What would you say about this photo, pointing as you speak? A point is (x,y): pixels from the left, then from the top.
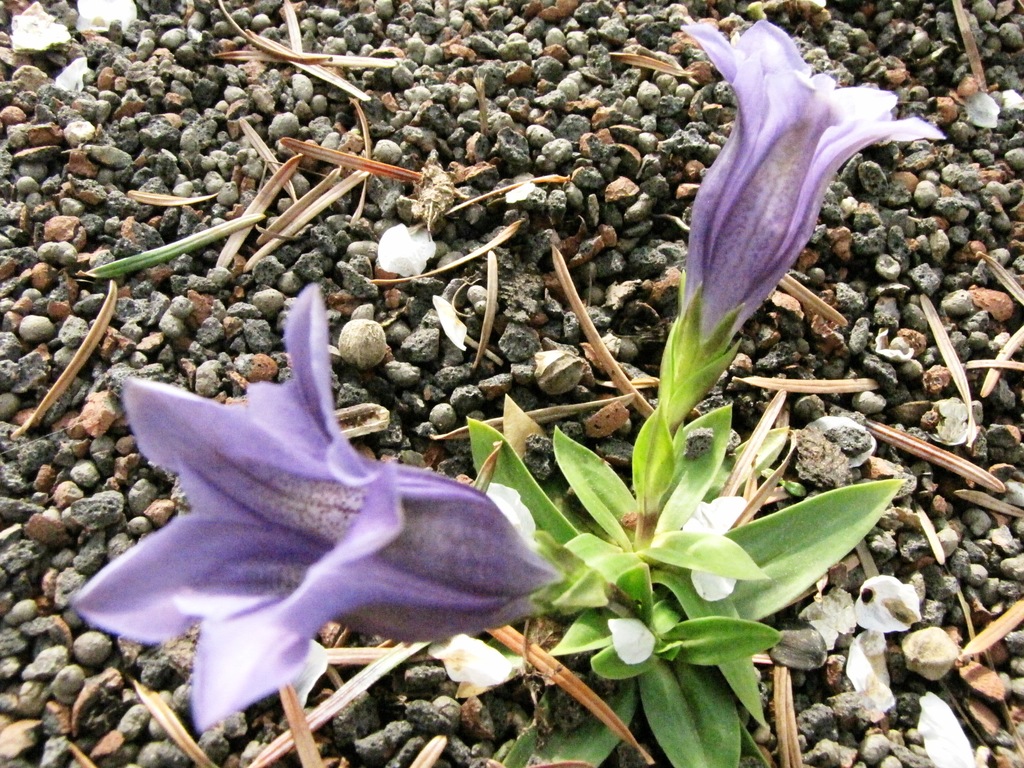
In this image there are two flowers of the plant (669,628), few leaves (661,615) on the small stones (514,140).
